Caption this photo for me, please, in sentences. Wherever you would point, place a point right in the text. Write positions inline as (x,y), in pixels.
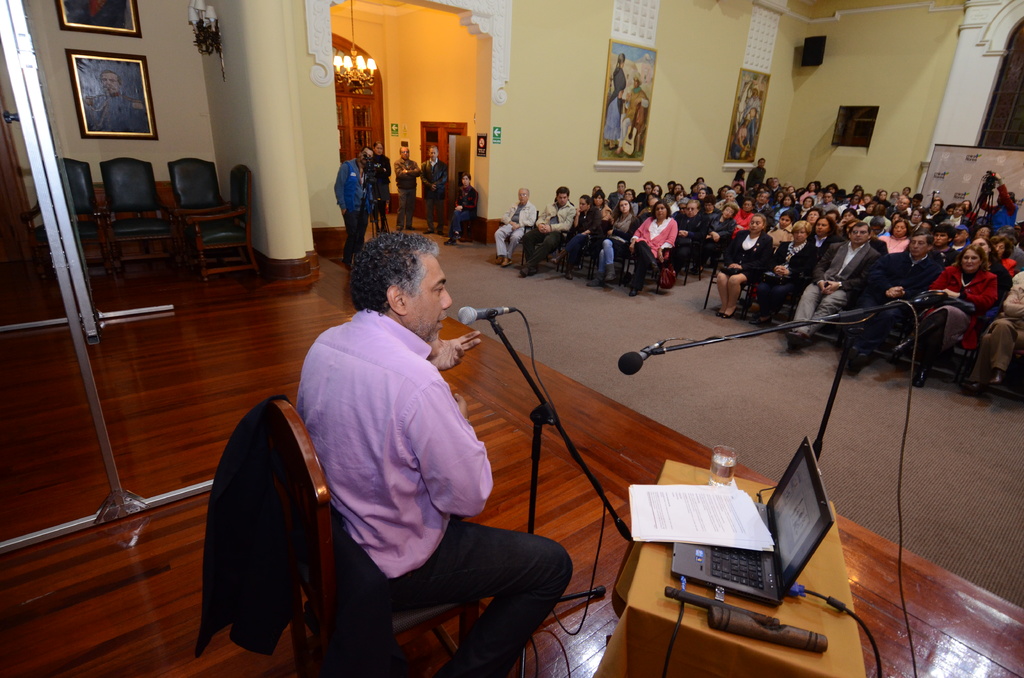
This image is taken indoors. At the bottom of the image (156,620) there is a dais (110,634) and there is a podium (792,655) with a few things (729,557) on it and there are two mics (818,449). In the middle of the image (379,375) a man (450,579) is sitting on the chair (325,561). On the right side of the image (954,232) many people (772,207) are sitting on the chairs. A few men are standing on the floor (431,235). In the background (266,119) there are a few walls (207,107) with picture frames (70,7), posters (1011,180), a window (998,134), a door (347,108) and a speaker box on it. There is a chandelier (338,58).
